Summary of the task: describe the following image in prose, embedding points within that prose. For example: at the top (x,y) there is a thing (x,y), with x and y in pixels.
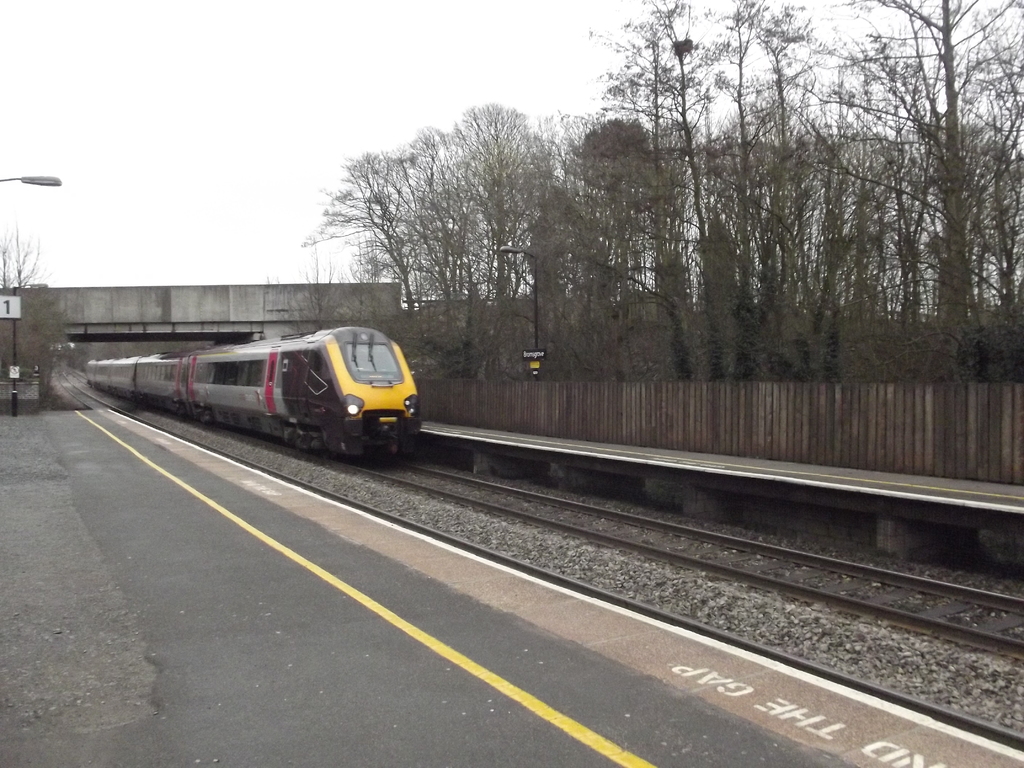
In this picture we can see a train (301,432) on the railway track (424,464). On either side we have a railway platform (72,449) with trees (591,272).
